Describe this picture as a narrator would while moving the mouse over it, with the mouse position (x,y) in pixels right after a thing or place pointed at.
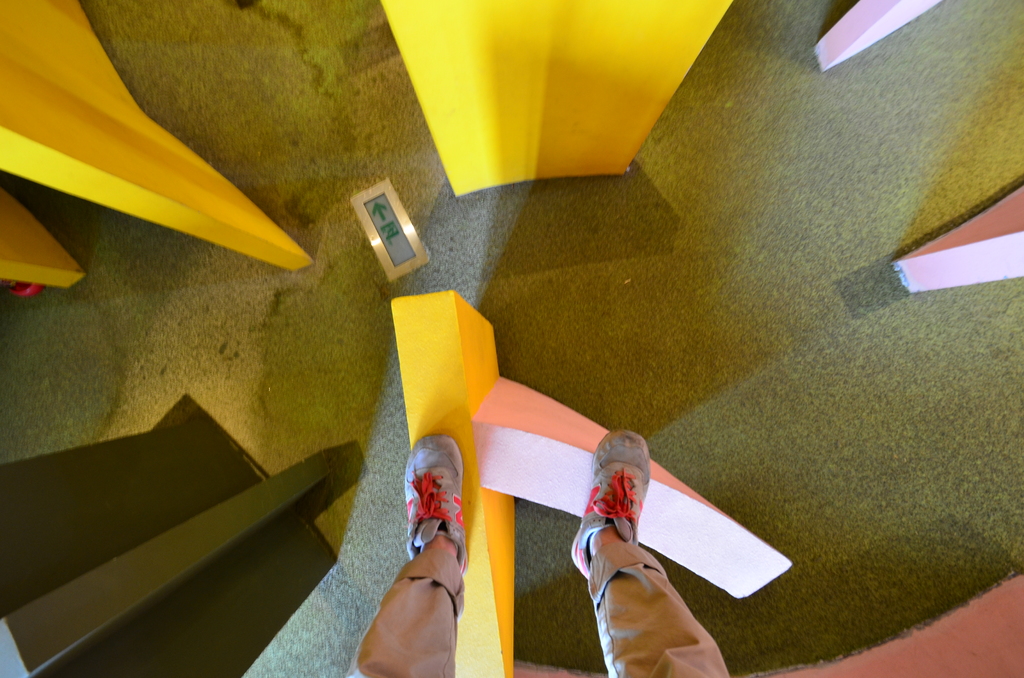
In this image there are blocks (405,392). At the bottom (391,650) we can see a person (462,562) standing on the block (481,492).
